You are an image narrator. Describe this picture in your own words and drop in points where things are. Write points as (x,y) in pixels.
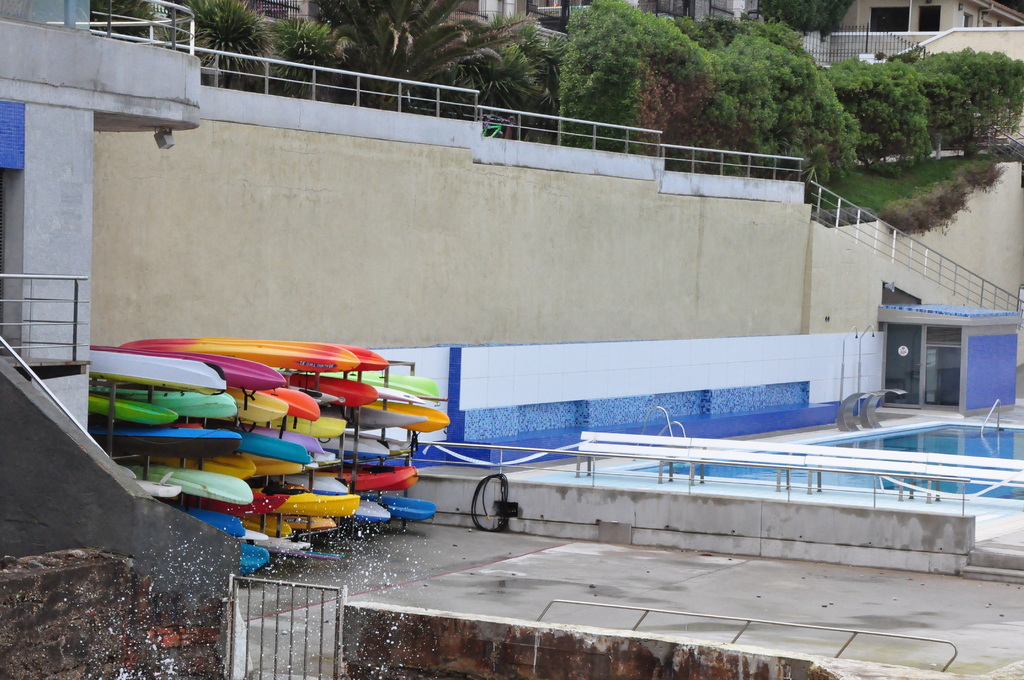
In this picture we can see there are some objects (294,421) in the racks (342,458). In front of the objects (274,434) there is a wall (350,679) with a gate (292,636). Behind the objects (345,423) there is a swimming pool (855,443), a wall (738,248) and iron grills (978,276). Behind the iron grills (646,129) there are trees (851,76) and buildings (951,10).
